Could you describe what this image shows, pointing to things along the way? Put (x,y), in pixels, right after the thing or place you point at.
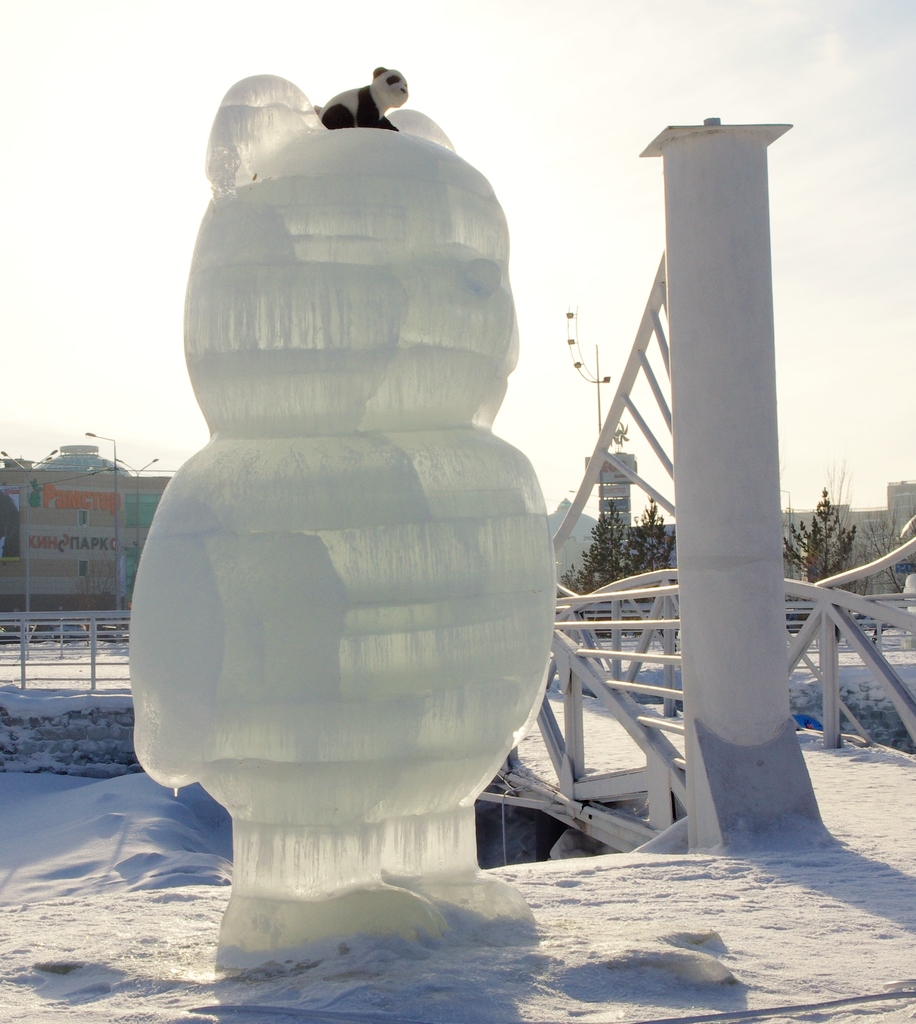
In this image we can see a statue (469,521), pillar (711,553), railing (618,676), and an animal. In the background (361,29) we can see buildings (59,472), trees (590,575), and sky (575,32).
